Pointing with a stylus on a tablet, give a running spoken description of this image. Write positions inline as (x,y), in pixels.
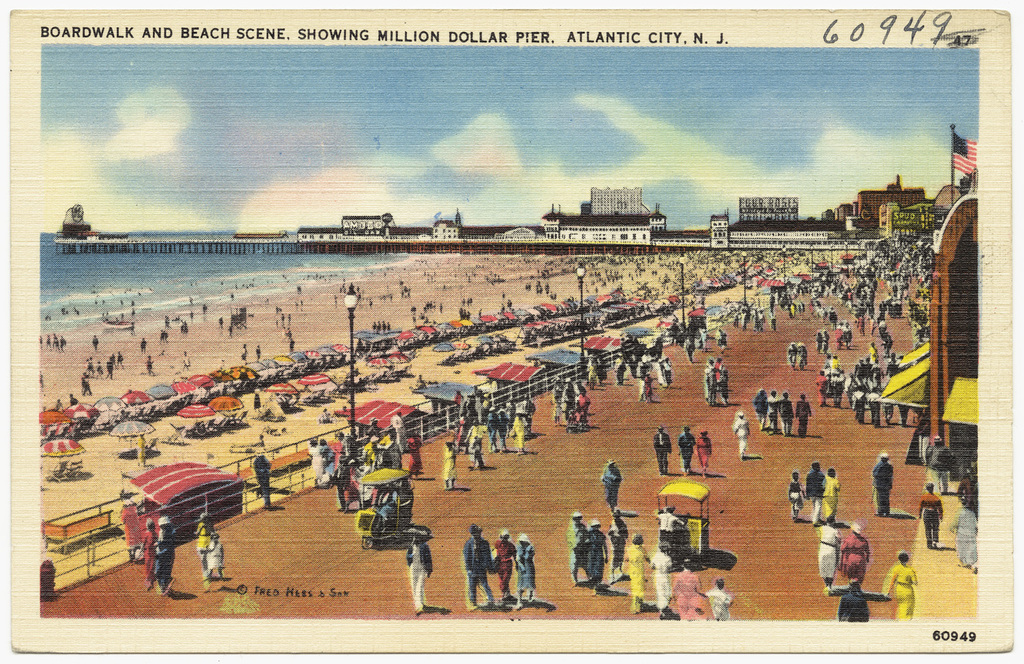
In this image we can see a poster (493,436) which includes some people (860,559), buildings (631,224) and fencing (421,434). And we can see the water (107,265) and lights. And we can see some text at the top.
